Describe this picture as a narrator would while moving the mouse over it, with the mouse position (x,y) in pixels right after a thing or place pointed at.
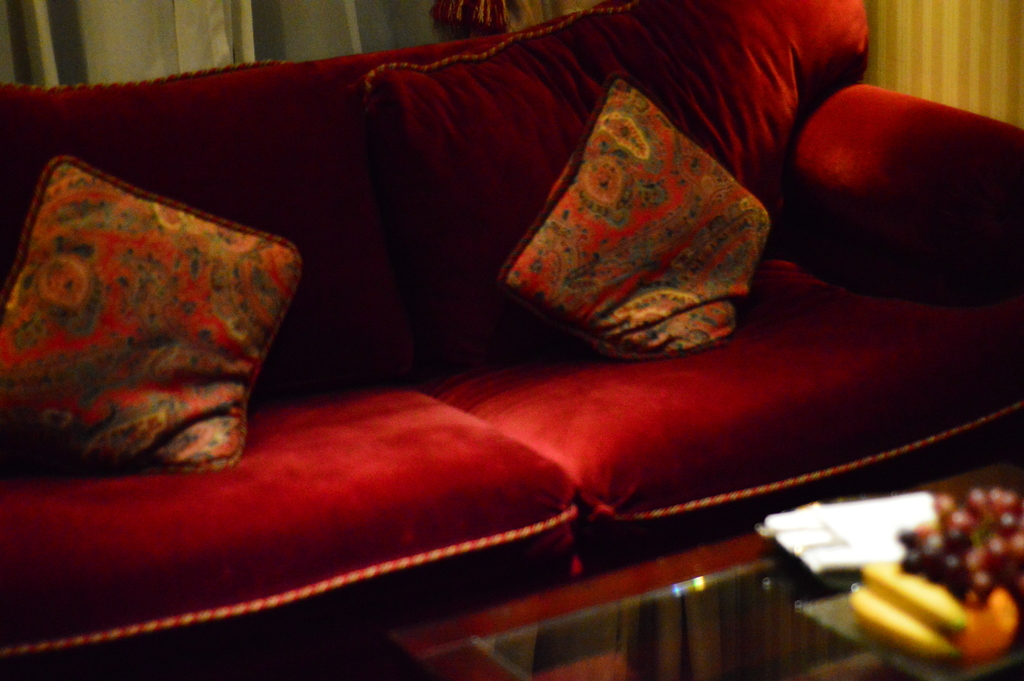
This is a red couch (340,300) with two cushions (634,275) on it. This is a table (769,588) with fruits (897,580) and a white color object (850,546) on it.
